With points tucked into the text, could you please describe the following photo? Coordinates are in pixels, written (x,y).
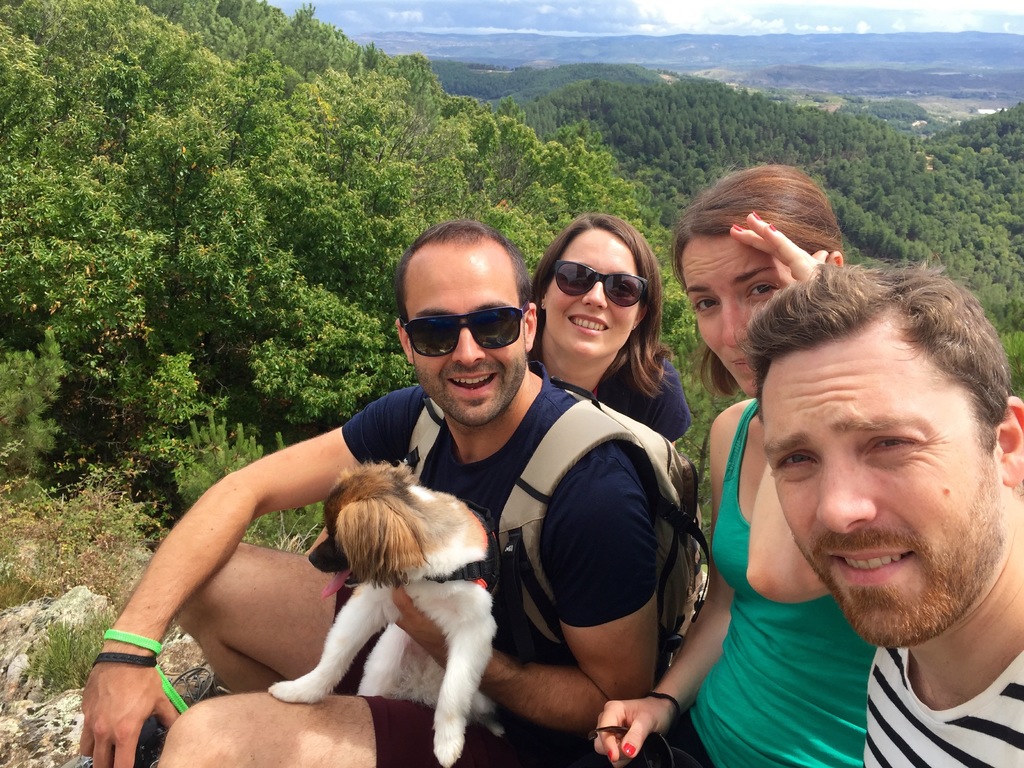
The picture is taken near the mountains (723,136) where four people (841,350) are sitting and one man (457,409) is wearing blue shirt (549,524) and holding a bag (545,457) is carrying a puppy (415,581) and behind them there are trees (572,108) and mountains (683,123).
